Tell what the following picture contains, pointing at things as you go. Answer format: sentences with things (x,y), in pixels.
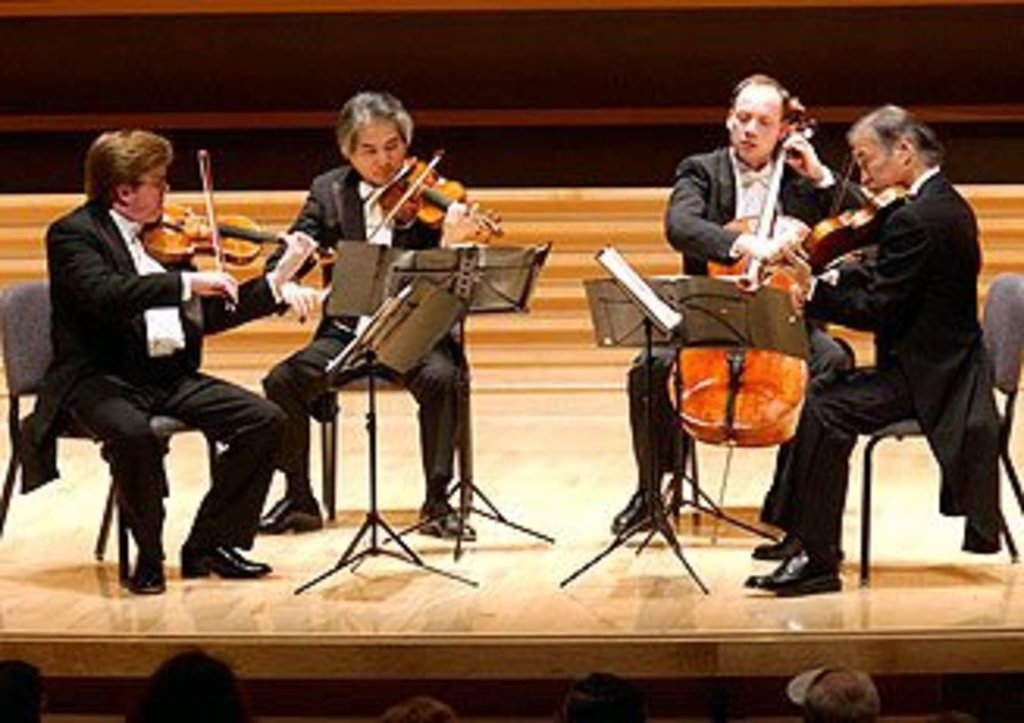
This image is clicked in a concert. There are four persons (150,506) on the dais (641,543). All are wearing black suits (319,376) and playing string instruments (731,360). At the bottom (241,704) there is crowd (844,716). In the background (543,66), there is a brown color wooden wall (519,64).
